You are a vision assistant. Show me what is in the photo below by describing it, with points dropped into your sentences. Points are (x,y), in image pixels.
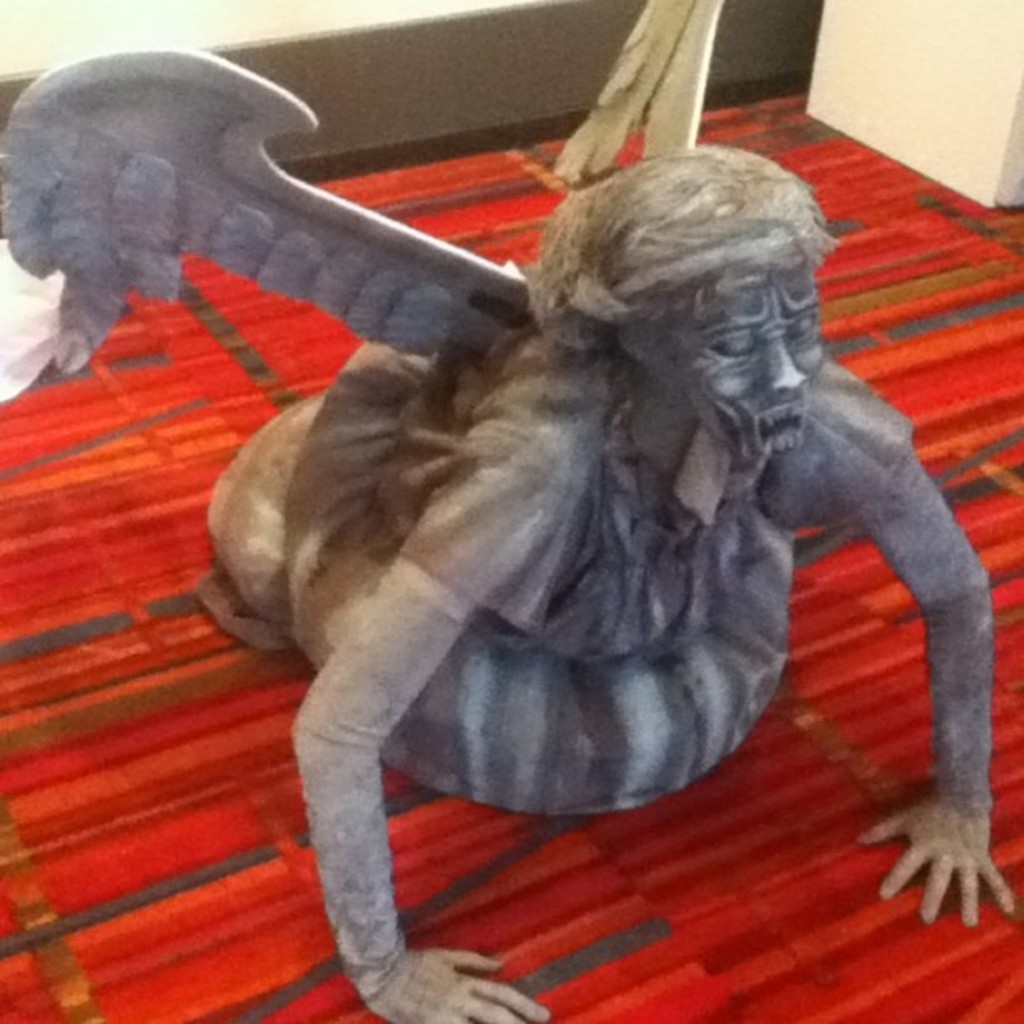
In this picture there is a sculpture (558,439). At the bottom (555,886) there is a mat (734,818). At the back (944,104) it looks like a wall (750,34).
